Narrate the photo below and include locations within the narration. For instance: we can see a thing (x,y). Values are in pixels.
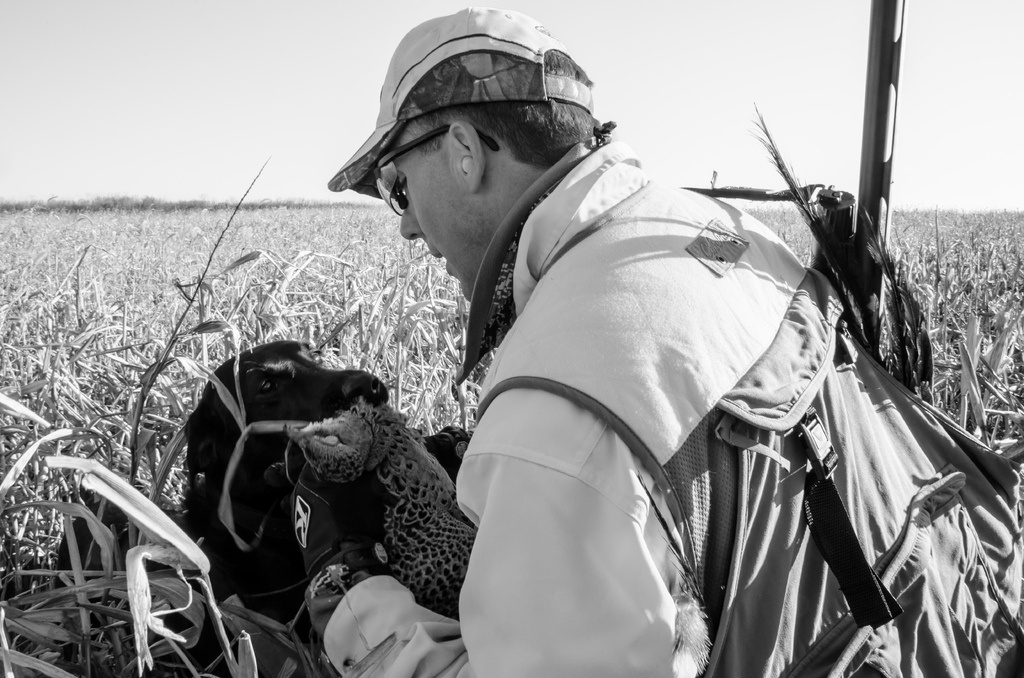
In this picture we can see a man (472,345) wore a cap (495,68), goggles (395,204), gloves (305,563) and in front of him we can see a dog (267,462) and some objects (396,476) and in the background (219,278) we can see plants (122,268), sky (376,51).
